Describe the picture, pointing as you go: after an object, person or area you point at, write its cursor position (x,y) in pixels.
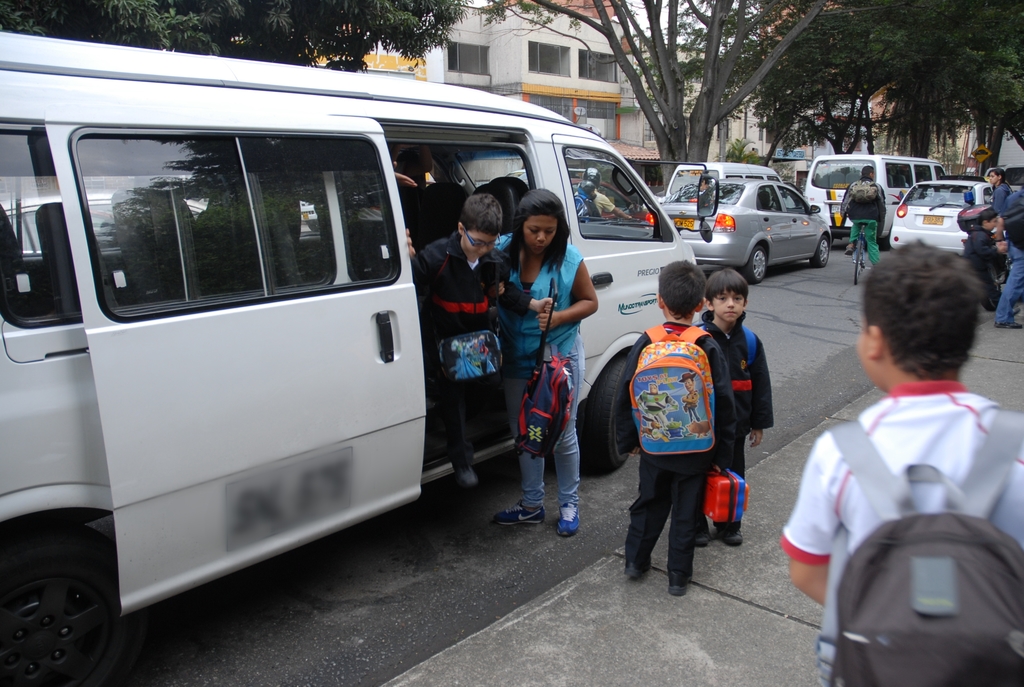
The photo is taken on a road (803,339). On the left side (121,348) there is a van (364,273). From the van (362,256) a kid (434,251) is coming out. The kid (473,274) is held by a lady (520,271). She is holding a bag (540,369). there are few other kids (735,434) in front of them. They all are holding bags (872,494). In front of the van (636,177) there are many other vehicles (811,200). In the background (797,184) there are trees (311,33) and buildings (580,90).
